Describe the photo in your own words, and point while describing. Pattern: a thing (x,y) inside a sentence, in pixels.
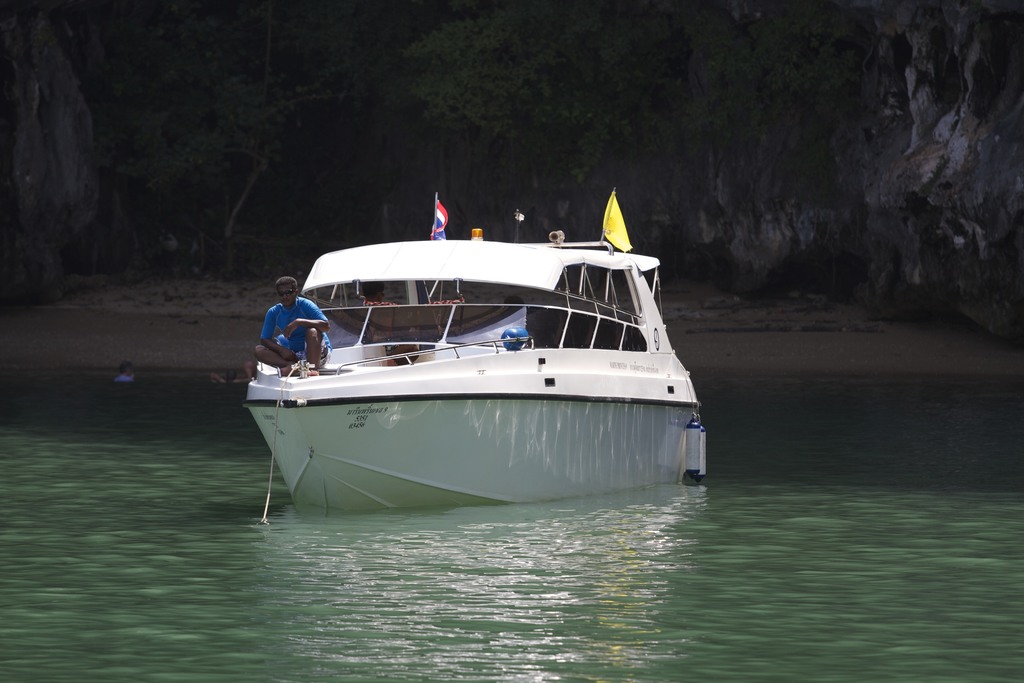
In the picture we can see a sea water (885,584) with a boat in it which is white in color and on the boat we can see a man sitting and he is with blue T-shirt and on the top of the boat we can see two flags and behind the boat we can see a rock hill (726,181) and some plants (651,112) near it.
